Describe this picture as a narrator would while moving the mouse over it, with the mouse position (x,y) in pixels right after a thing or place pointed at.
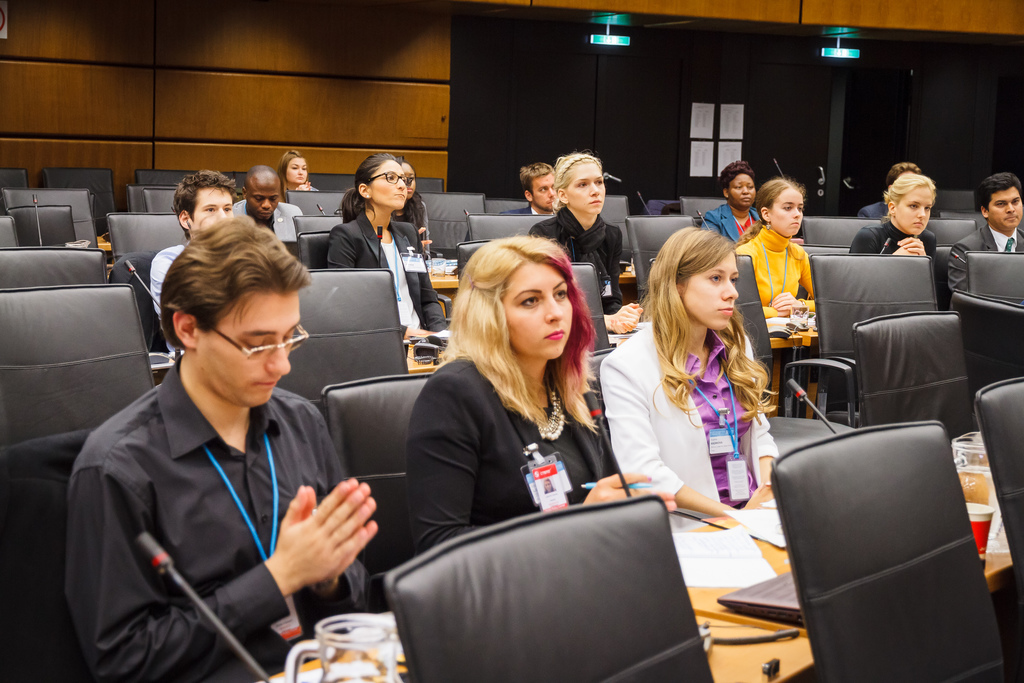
There are group of people (499,353) sitting on the chair (406,418). On the table (725,662) there is laptop (790,601), cup (984,539) and a glass (291,647) with a mic (171,571).
